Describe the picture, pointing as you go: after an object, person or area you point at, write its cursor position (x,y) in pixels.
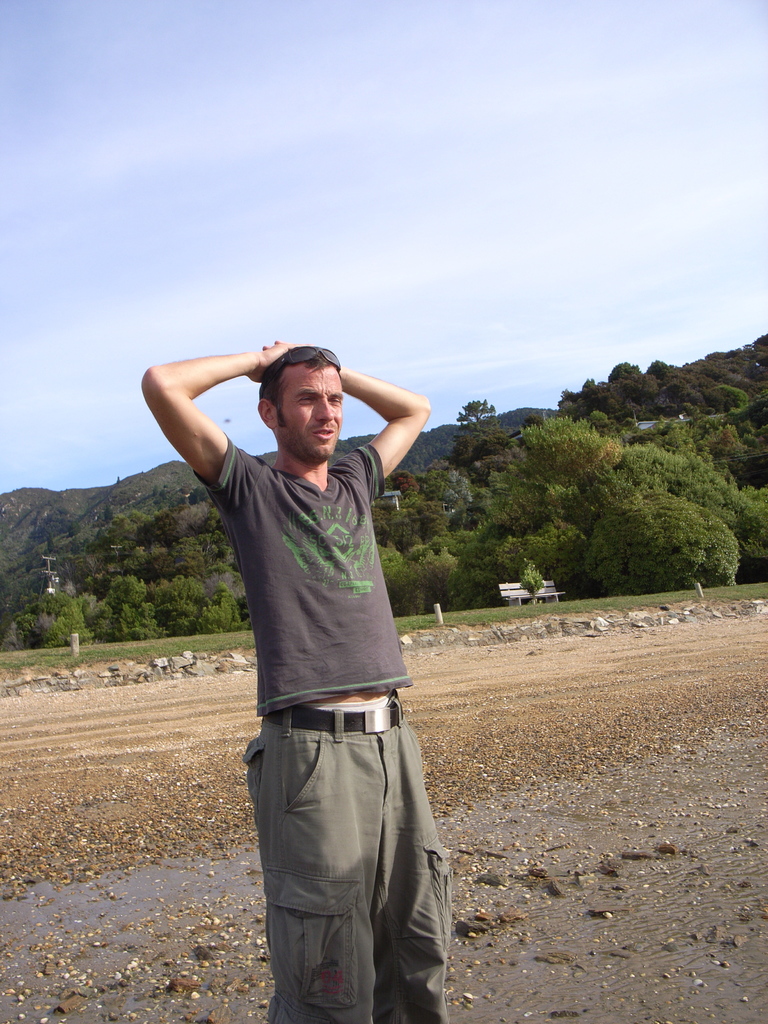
In this image we can see a person (287,537), there are rocks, trees (436,541), also we can see the house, and the sky (388,244).
